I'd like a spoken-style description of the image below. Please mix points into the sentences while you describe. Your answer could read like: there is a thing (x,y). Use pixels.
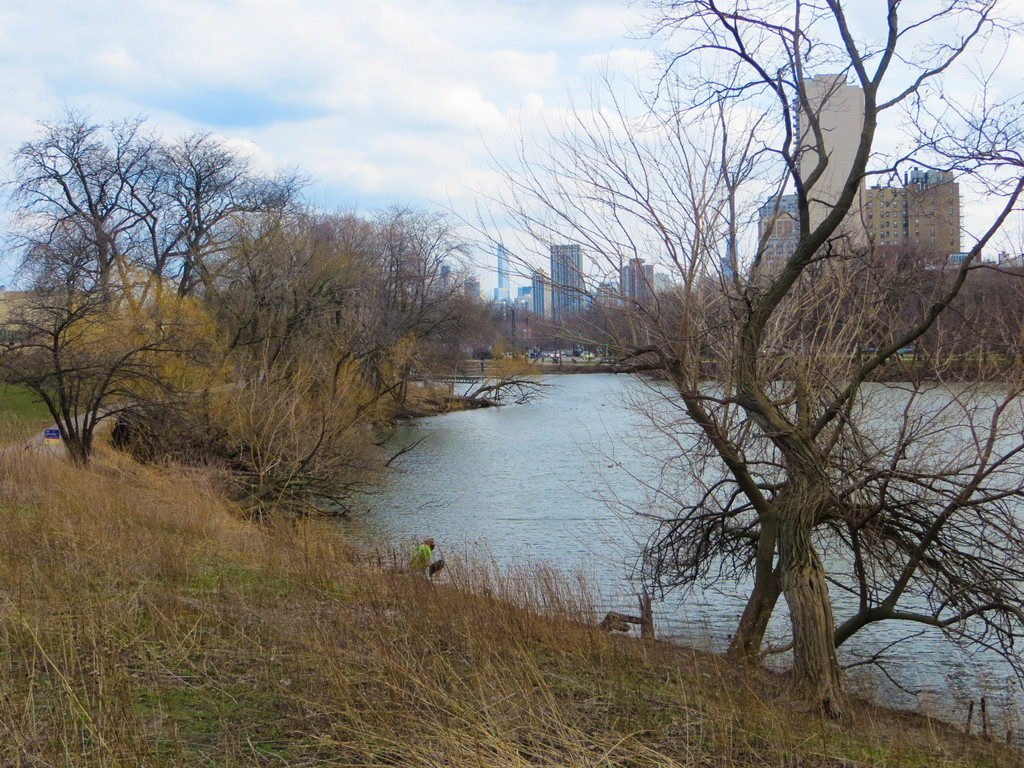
This picture is clicked outside the city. At the bottom of the picture (342,704), we see grass (410,624) and beside that, the man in the yellow jacket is sitting beside trees (864,519). Beside him, we see water (612,395) and it might be a lake (579,463). There are many trees (189,299) on either side of the picture and there are many buildings (940,247) in the background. At the top of the picture (364,123), we see the sky (390,101) and the clouds (450,151).
